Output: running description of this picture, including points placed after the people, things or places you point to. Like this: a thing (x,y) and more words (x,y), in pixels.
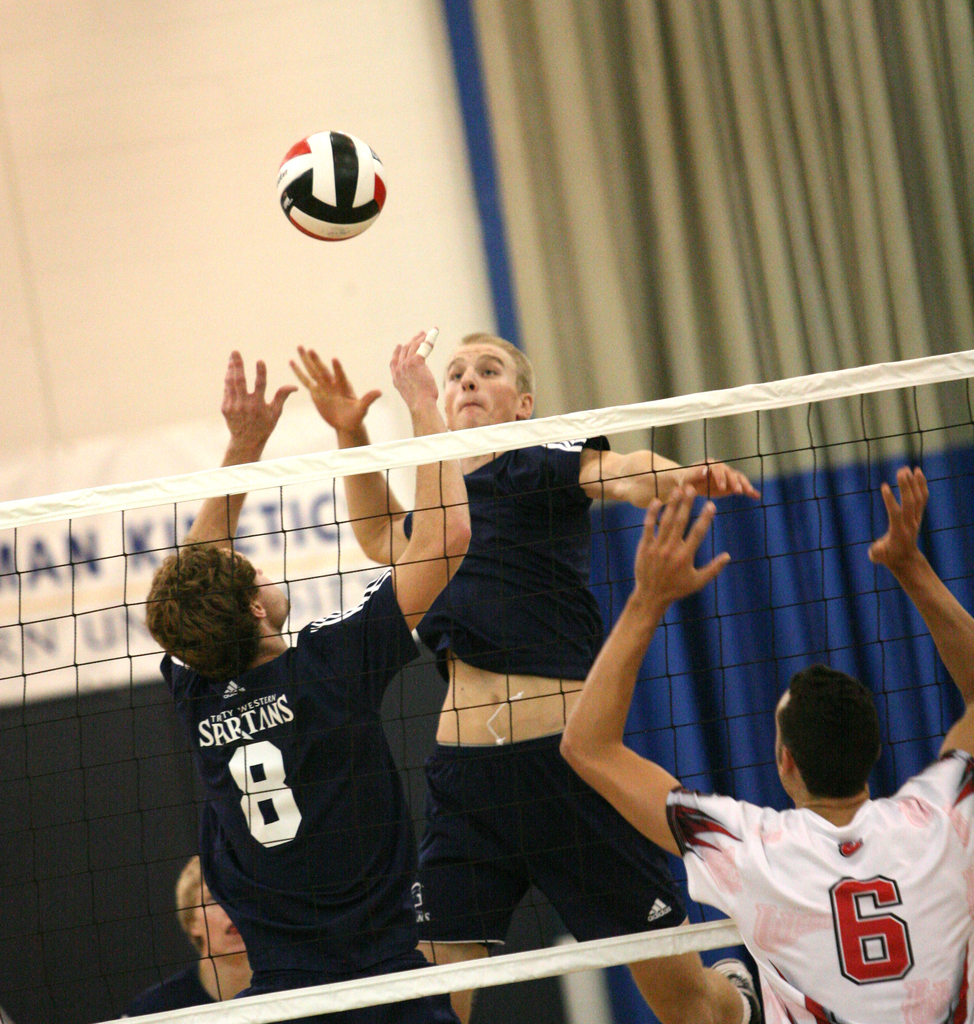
In this picture we can see few players (528,549) playing volleyball. This is a mesh net (102,509). On the background of the picture (241,84) we can see a wall (231,70) and also a curtain (748,171). This is a ball (327,185).
